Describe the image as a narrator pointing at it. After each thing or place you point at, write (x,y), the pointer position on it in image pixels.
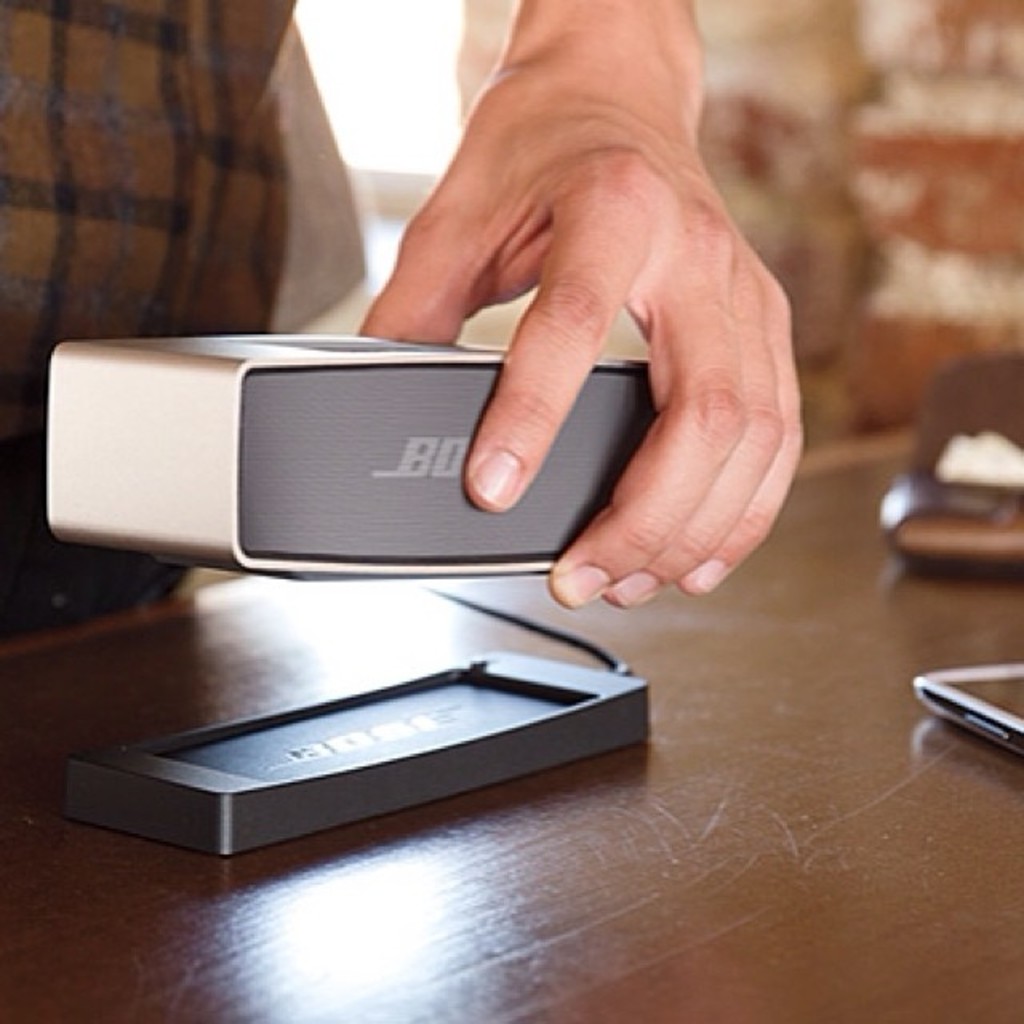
At the bottom of the image (92,946) there is a table (756,717), on the table (92,946) there are some electronic devices (196,732). Behind the table (55,639) a person (255,270) is standing and holding a speaker (259,391).
